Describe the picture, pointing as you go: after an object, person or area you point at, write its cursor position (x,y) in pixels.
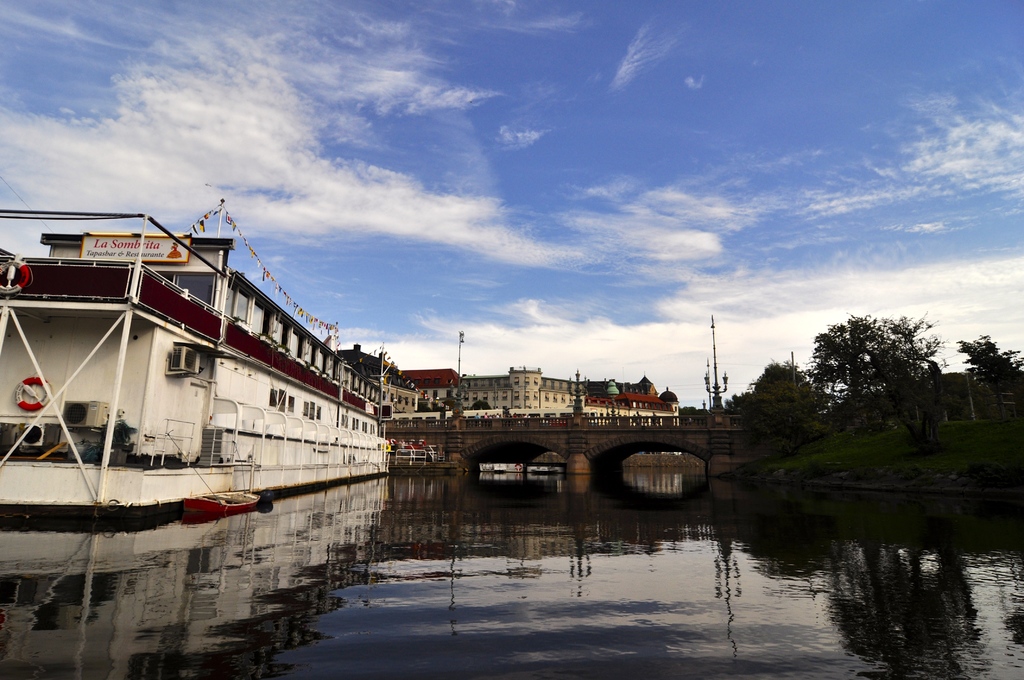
In front of the image there is a river (503,551), on top of the river (500,491) there is a bridge (559,450), besides the river (549,573) there are ships (225,432) and trees (841,406), in the background of the image (611,393) there are buildings (452,391), at the top of the image (275,143) there are clouds (683,393) in the sky (502,339).
